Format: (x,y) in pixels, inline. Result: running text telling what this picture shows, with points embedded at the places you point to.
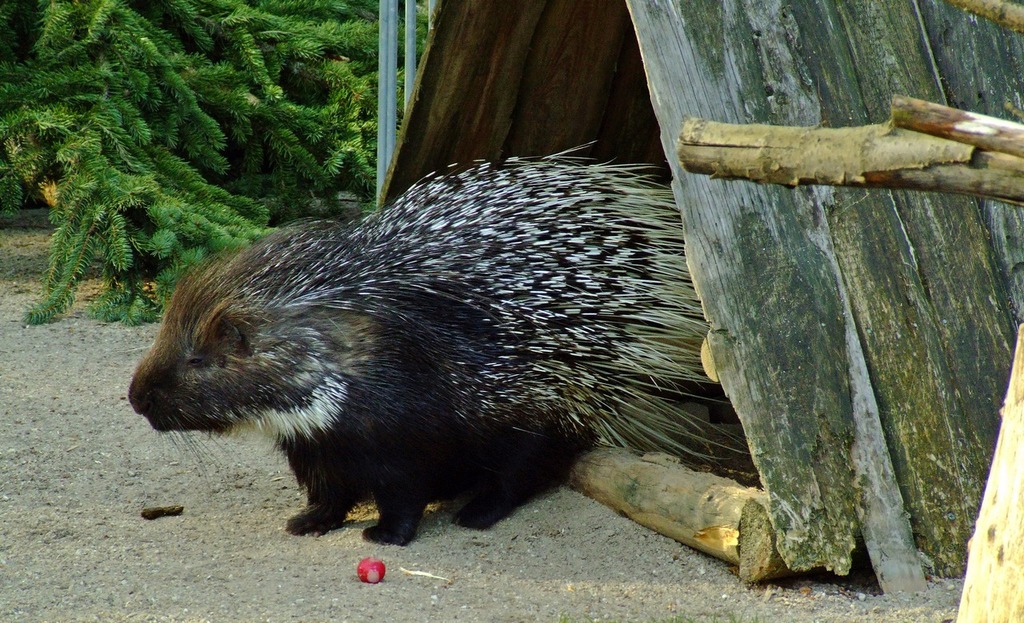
In this image we can see an animal (627,374), pet house (839,295), ground (94,577), wooden sticks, rods (414,5), branches (317,195), and an object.
